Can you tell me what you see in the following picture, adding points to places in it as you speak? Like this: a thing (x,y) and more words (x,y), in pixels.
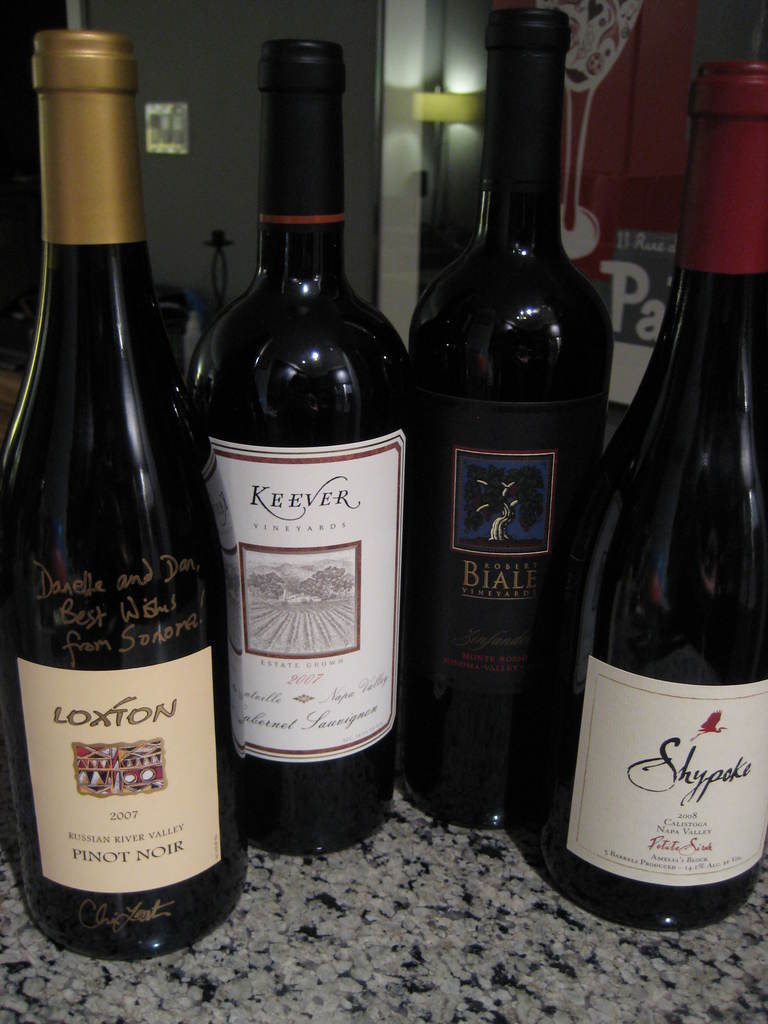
In this picture we can see four bottles (521,576), there are stickers (311,615) pasted on these bottles (305,641), in the background (215,59) there is a wall (254,130) and a door (428,27), we can see some text (126,853) on these stickers (714,804).
